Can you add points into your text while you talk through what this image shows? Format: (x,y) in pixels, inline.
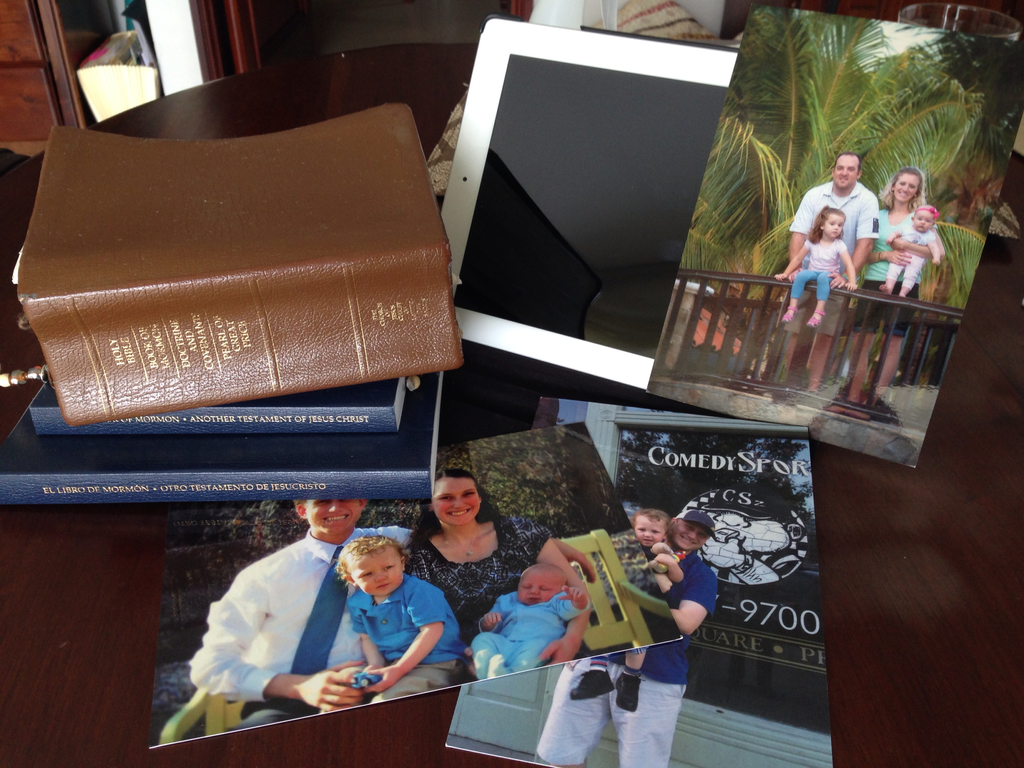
In this image I can see books (114,344) and photographs (649,567) of people (458,604).
